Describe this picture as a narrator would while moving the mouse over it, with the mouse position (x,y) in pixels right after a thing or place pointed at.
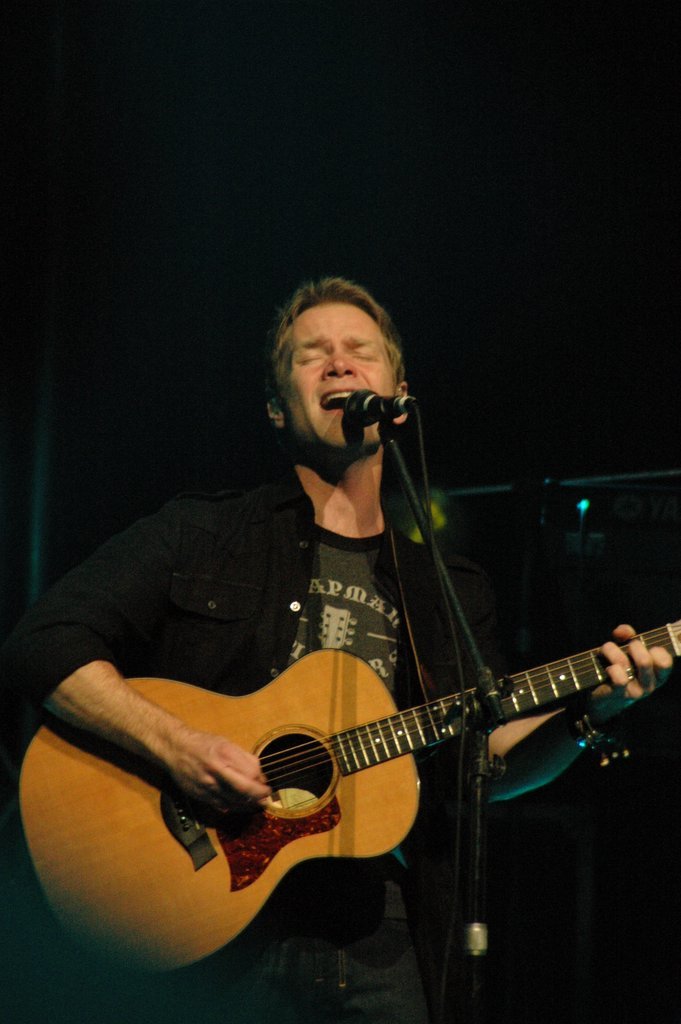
In this image there is a man (333,285) playing a guitar (518,674) and singing on a mike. He is wearing a black shirt (238,548) and black jeans (408,1007). The background (594,420) is dark.
